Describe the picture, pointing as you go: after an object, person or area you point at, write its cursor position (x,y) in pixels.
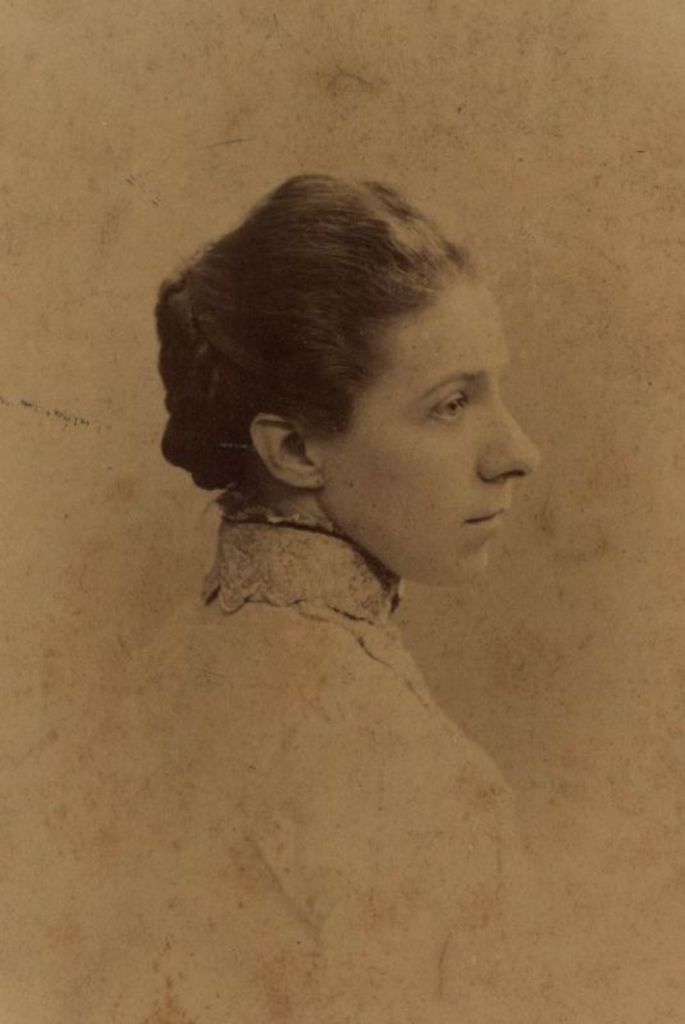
In the center of the image (341,438) we can see the picture of a woman (374,691).
